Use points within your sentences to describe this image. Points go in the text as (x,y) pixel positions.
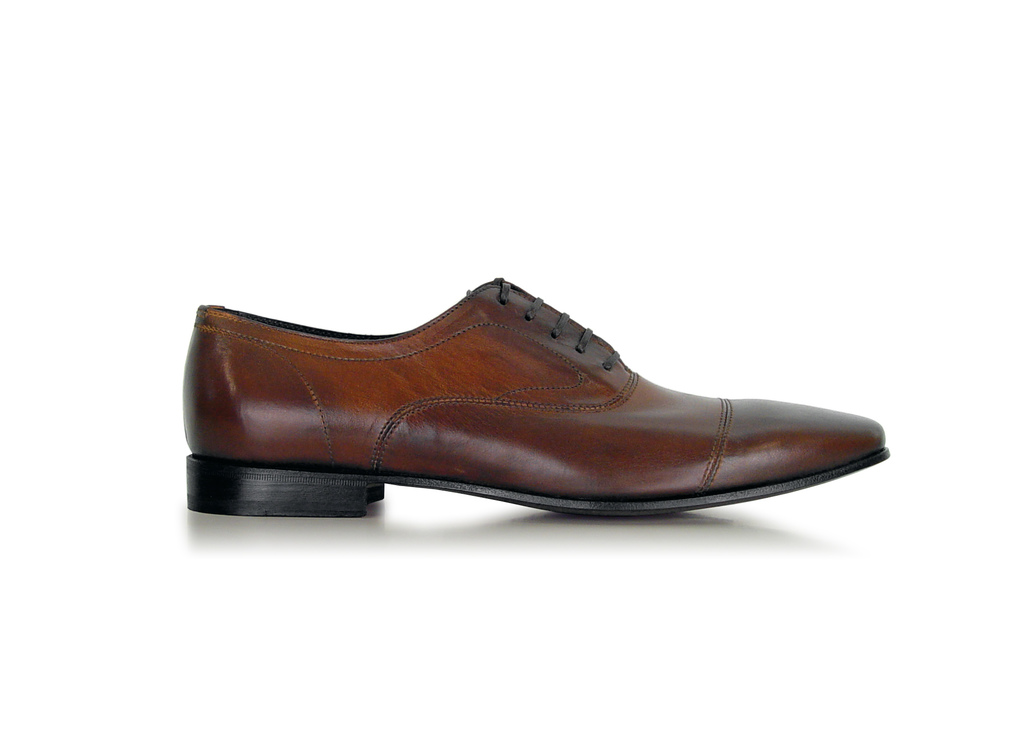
There is a brown color shoe (336,359) in the white background.
